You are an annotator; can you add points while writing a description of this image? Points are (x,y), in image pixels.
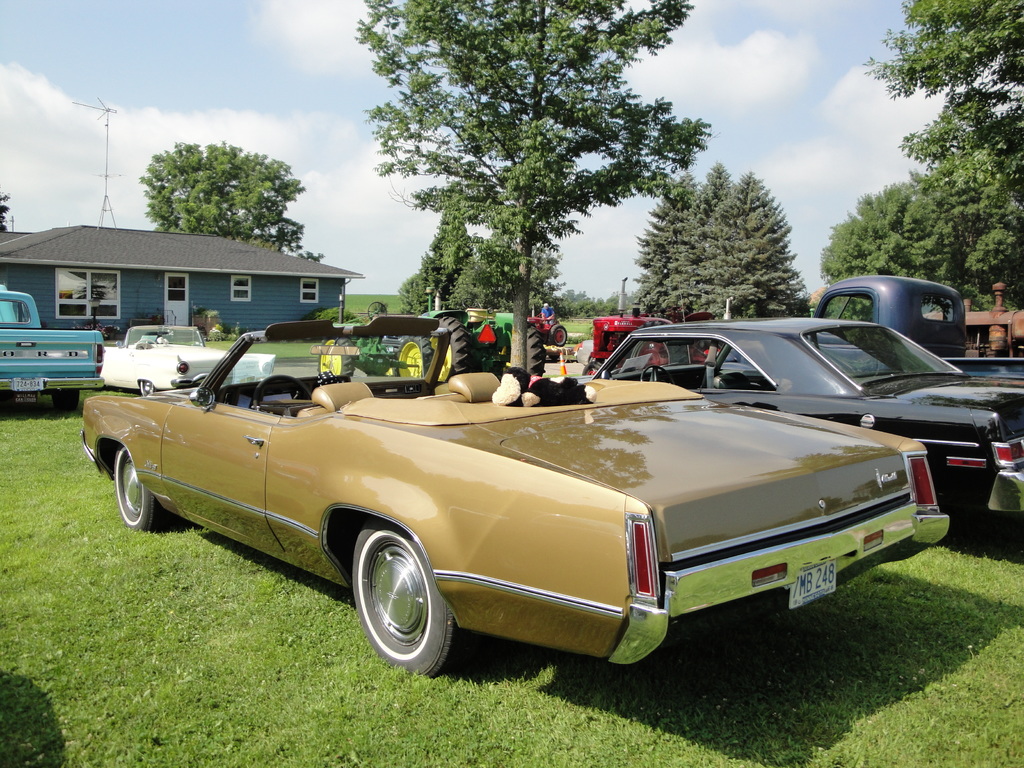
In this image I can see few vehicles (117,369). In front (567,485) the vehicle (453,486) is in brown color, background (517,298) I can see a person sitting on the vehicle (540,321) and I can see trees (434,84) in green color, the house (295,305) in blue color and the sky (291,58) is in blue and white color.
